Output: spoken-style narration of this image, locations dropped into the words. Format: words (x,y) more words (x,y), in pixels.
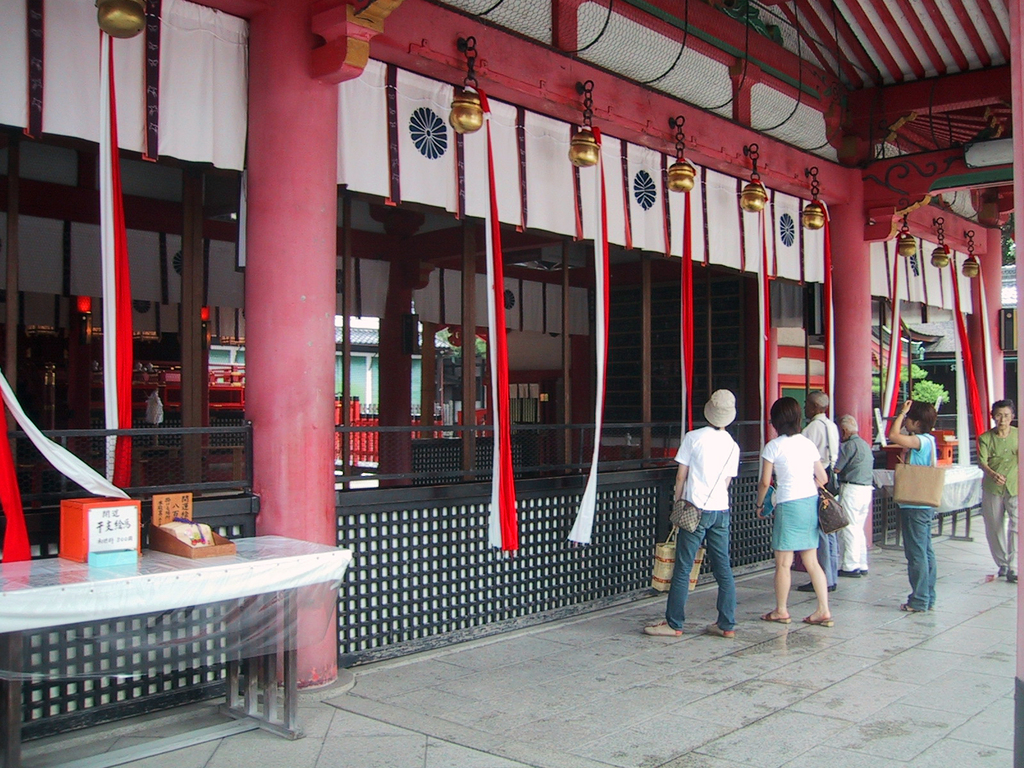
This picture shows few people (868,563) standing and woman (1000,408) walking and we see few clothes (518,225) hanging and we see a building (615,15) and a table (210,654).
